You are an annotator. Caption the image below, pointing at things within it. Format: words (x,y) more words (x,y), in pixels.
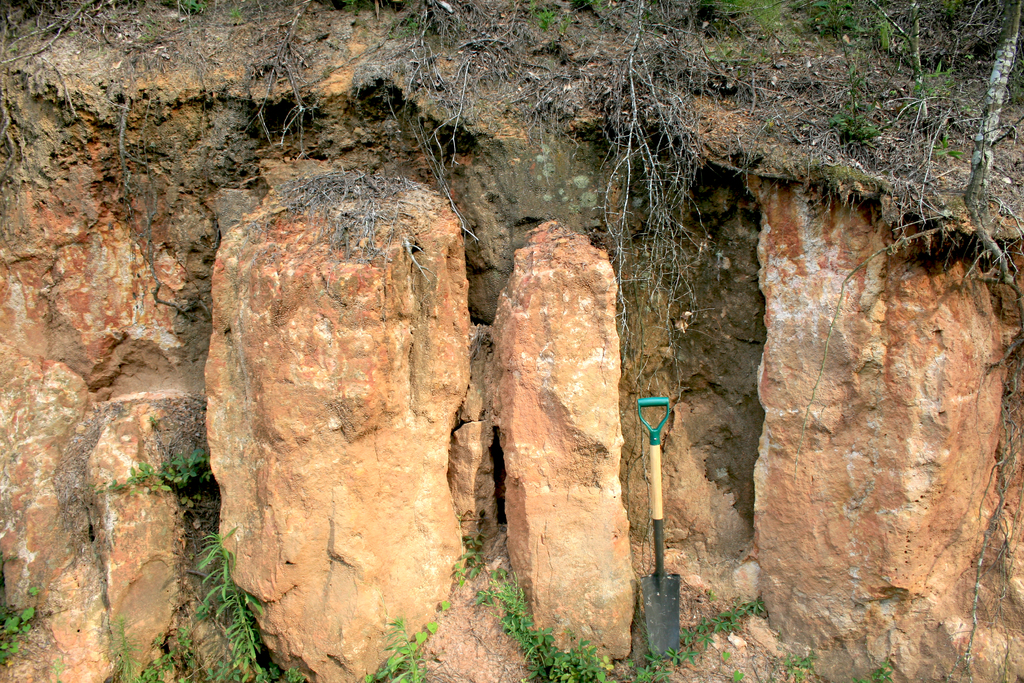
In this image we can see a shovel (653,574), rocks (674,485), plants (505,622), and grass (757,3).
